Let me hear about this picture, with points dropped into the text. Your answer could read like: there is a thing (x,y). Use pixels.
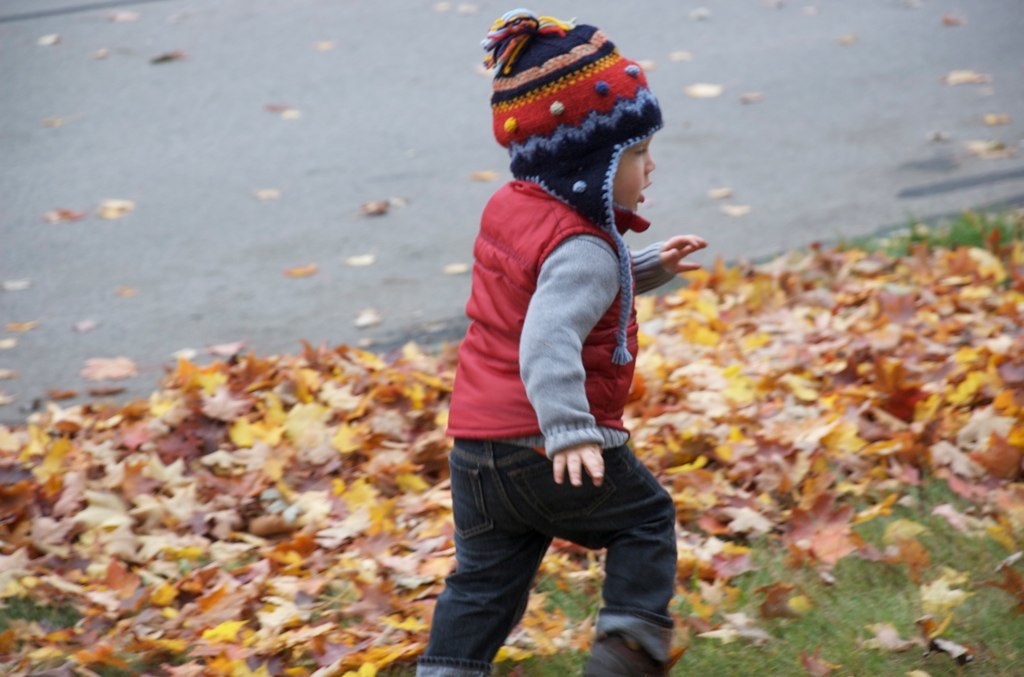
In this image I can see grass ground (903,520) and on it I can see a boy (586,315) is walking. I can also see he is wearing a cap (592,186), a red color jacket (558,223), grey dress (579,253) and jeans (625,561). I can also see number of leaves (732,614) on the ground (297,653) and in the background (918,45) I can see a road (416,233).
